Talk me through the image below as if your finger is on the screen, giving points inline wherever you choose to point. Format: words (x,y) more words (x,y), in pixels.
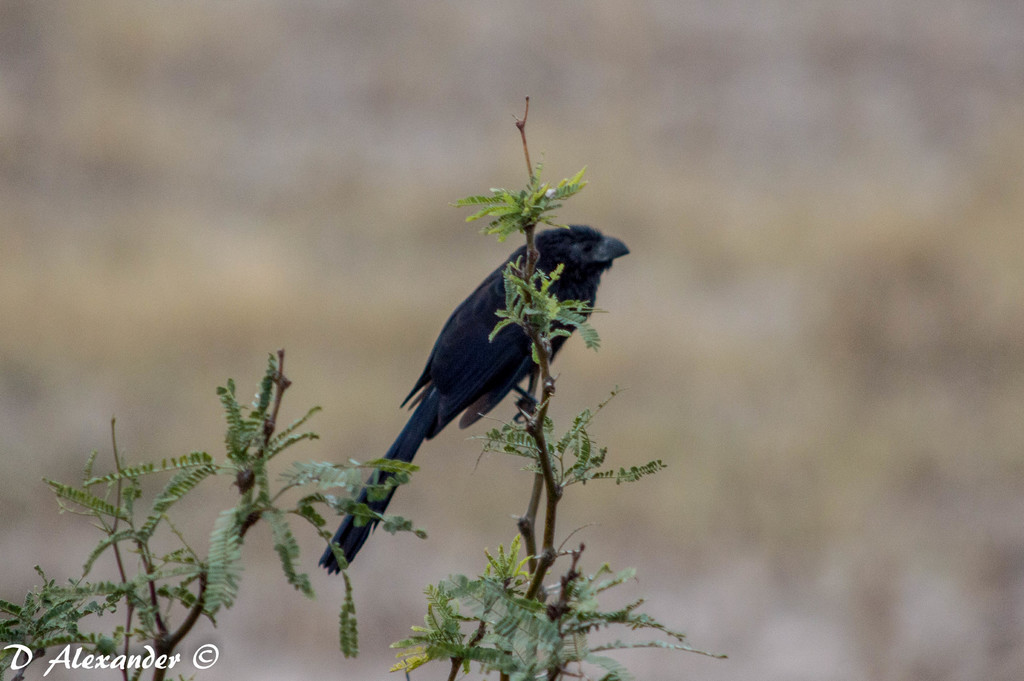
In this image there is a bird (500,379) standing on a stem (535,437) of a plant (503,554). There are leaves (175,497) to the stems (530,550). The background (385,130) is blurry. In the bottom left (130,662) there is text (172,662) on the image.
